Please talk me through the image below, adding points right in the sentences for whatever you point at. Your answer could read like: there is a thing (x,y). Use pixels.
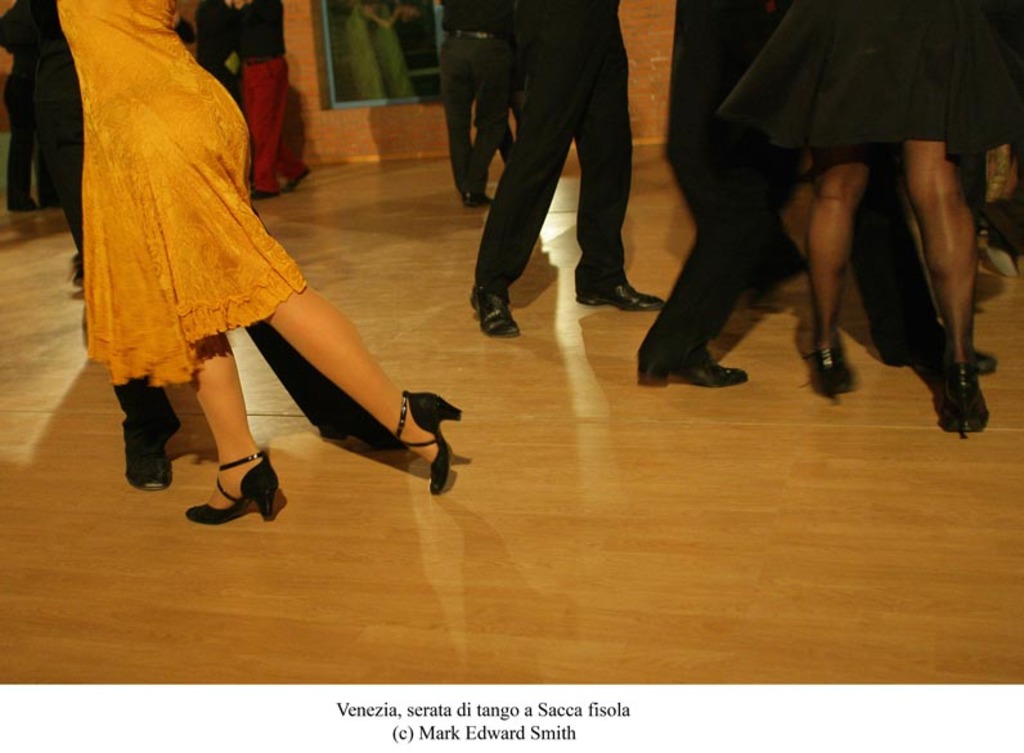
In this picture I can see number of people (576,57) who are standing on the floor (122,479). In the background (302,109) I can see the wall (322,124). On the bottom of this picture (422,717) I can see something is written.
